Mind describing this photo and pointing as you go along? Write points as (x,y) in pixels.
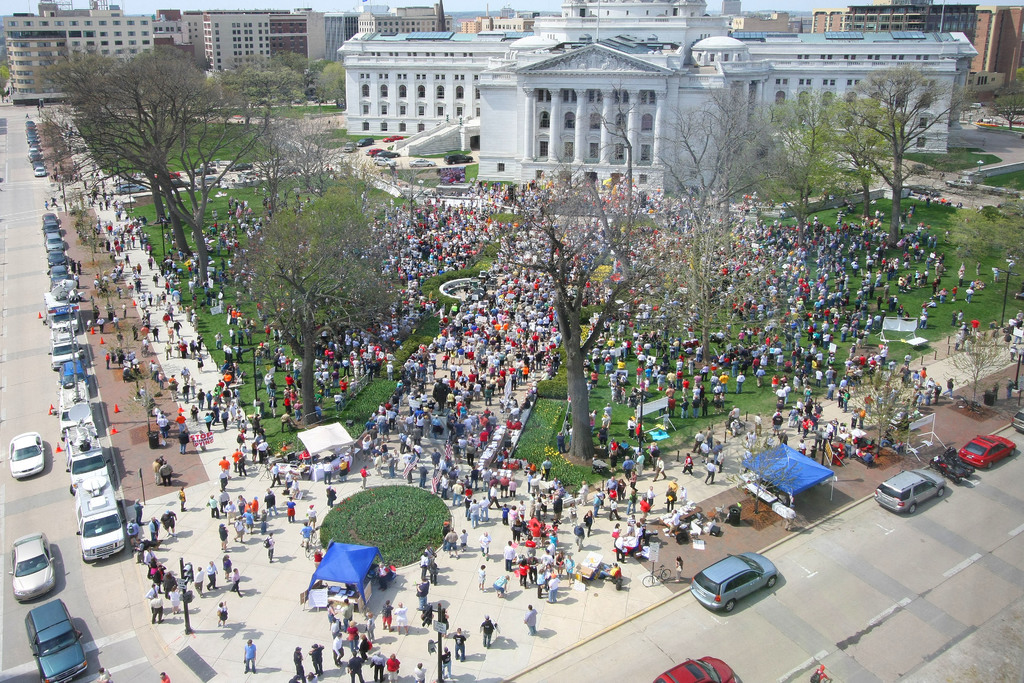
In the foreground of the image (505,622) we can see the road (55,587), cars (74,331), some persons (781,424) and grass (434,537). In the middle of the image (561,441) we can see some persons (765,359) are standing and trees (967,234) are there. On the top of the image (688,100) we can see the buildings (598,61).
